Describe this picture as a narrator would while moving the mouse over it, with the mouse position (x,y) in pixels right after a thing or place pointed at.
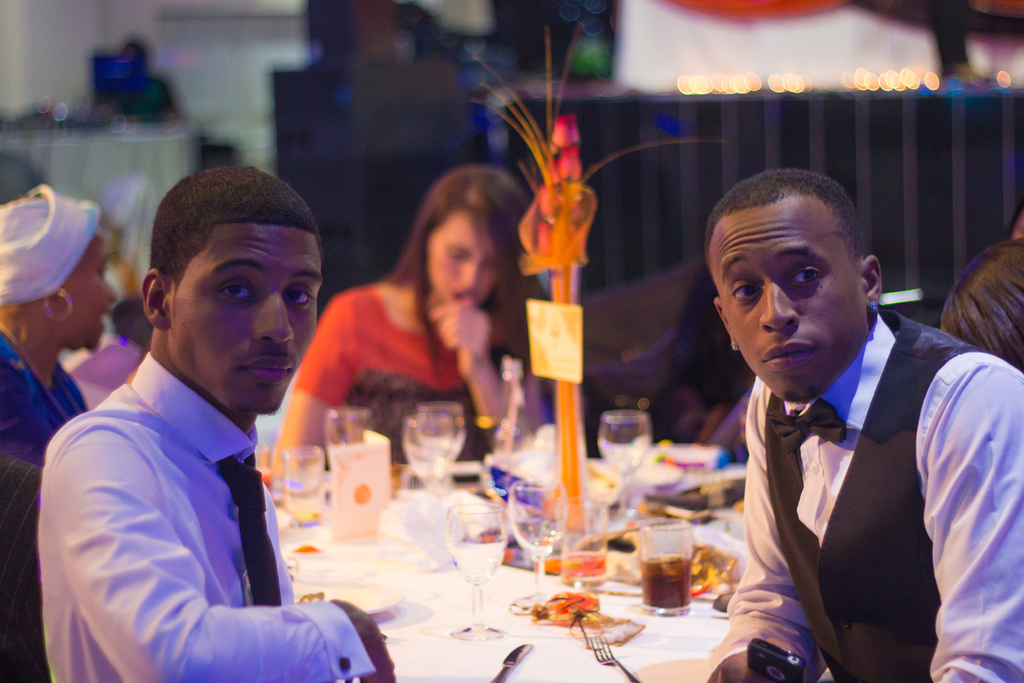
In this image I can see few people (50,375) are sitting around this table (458,673). Here on this table (657,655) I can see few glasses (610,416), a fork (603,651) and a knife (503,668).
